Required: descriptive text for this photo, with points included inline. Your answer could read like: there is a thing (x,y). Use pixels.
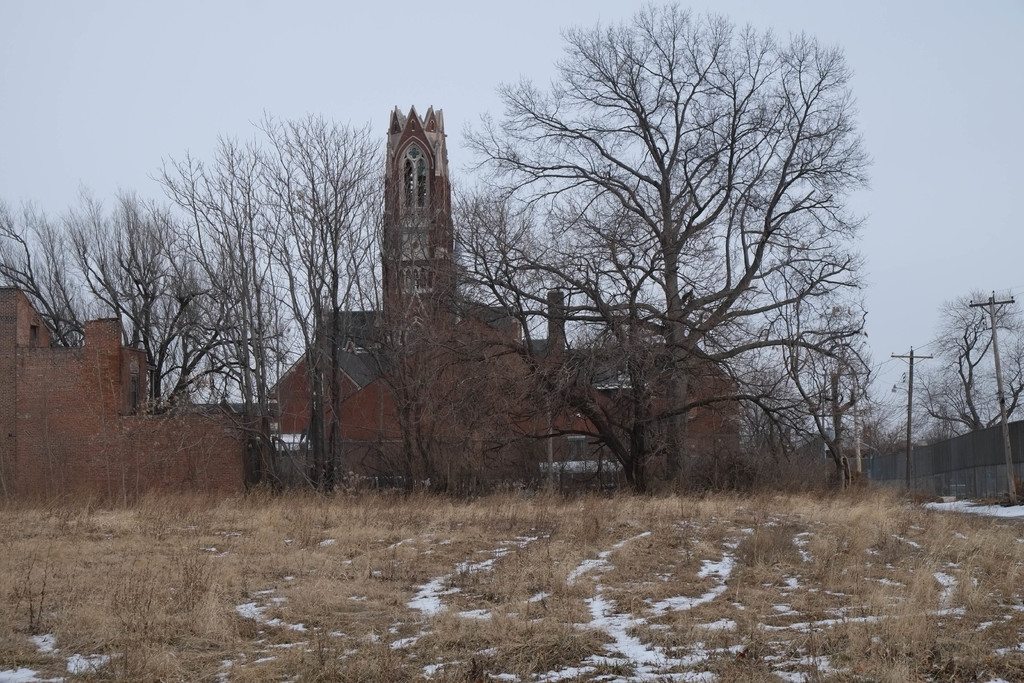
On the ground (584,533) there are plants (327,601). In the back (270,412) there are buildings (330,346), trees (239,352), electric poles (912,367) and sky (369,99).
